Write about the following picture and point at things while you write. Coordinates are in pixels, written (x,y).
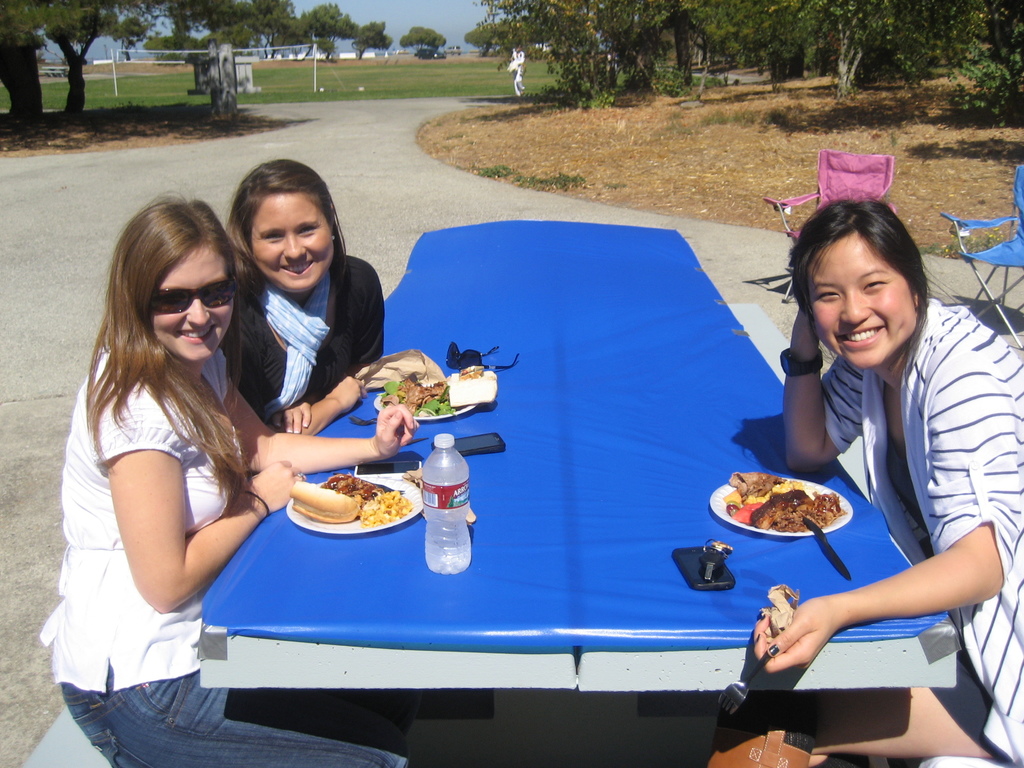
In this image I can see three people (179,342) are sitting in-front of the table (515,598). On the table (433,591) I can see the bottles (451,523), plates (384,519) with food (369,496), mobiles (374,465), goggles (485,367) and the key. I can see one person (788,665) holding the fork (737,699). To the right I can see the pink and blue color chairs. In the background (161,47) there are many trees (223,4), net (174,52) and the blue sky (314,3).
